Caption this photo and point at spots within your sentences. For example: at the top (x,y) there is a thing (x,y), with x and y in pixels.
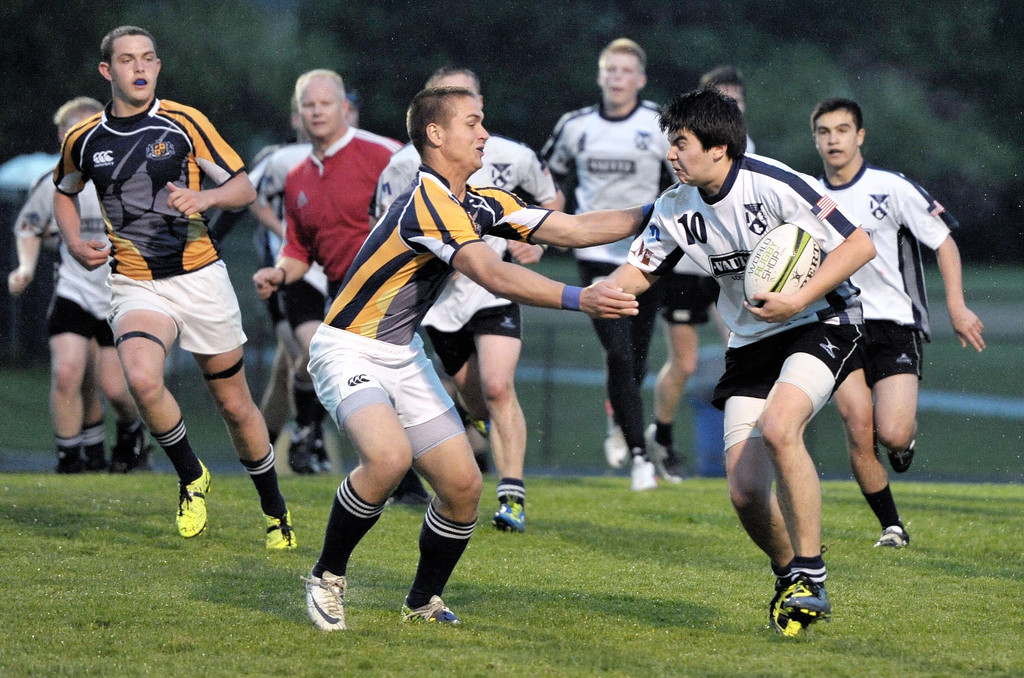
In this image we can see people (223,306) playing a game. On the right (777,377) we can see a ball (798,286) in the person's hand (791,313). At the bottom (585,612) there is grass (840,603). In the background (204,94) there are trees (204,94).
